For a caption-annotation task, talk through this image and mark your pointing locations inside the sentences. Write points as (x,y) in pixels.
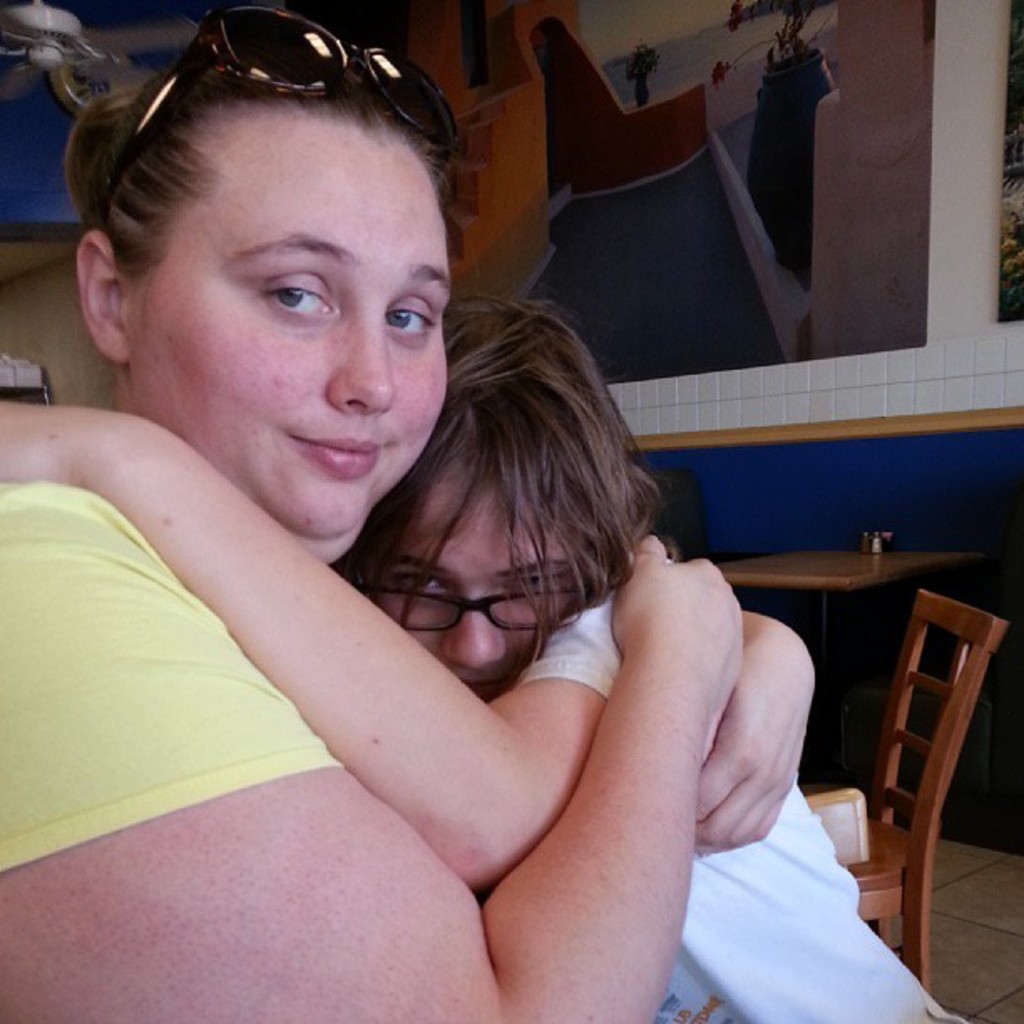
In this picture does a woman (361,829) hugging a girl (743,867). In the background (931,433) there is wall (939,385), frames (878,298), table (844,580) and chair (888,801). In the frame (490,182) there is staircase (475,179), plant (772,57), flower vase (801,63), water (696,69) and sky (659,19).
